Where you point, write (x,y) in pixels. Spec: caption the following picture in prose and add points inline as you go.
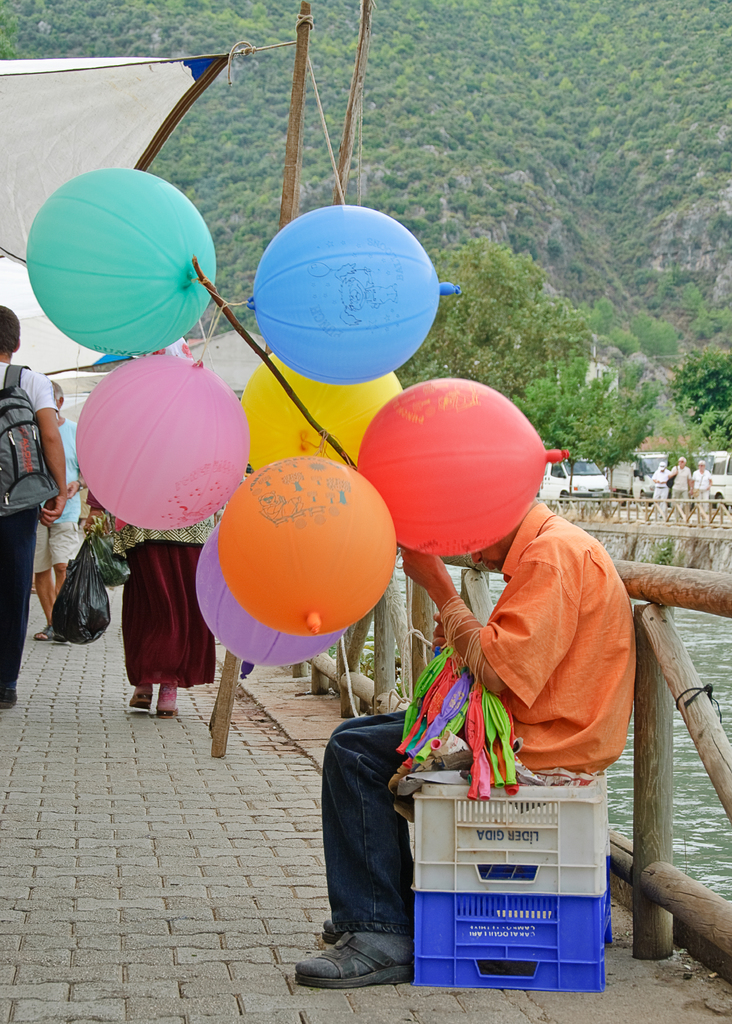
In the picture I can see people (150,596) walking on the road (157,764) among them the man (541,611) on the right side (590,638) is sitting on crates (489,890) and holding balloons (338,562). In the background (352,635) I can see trees (506,363), vehicles (551,483), the water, people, fence (679,690) and some other objects (77,569).
